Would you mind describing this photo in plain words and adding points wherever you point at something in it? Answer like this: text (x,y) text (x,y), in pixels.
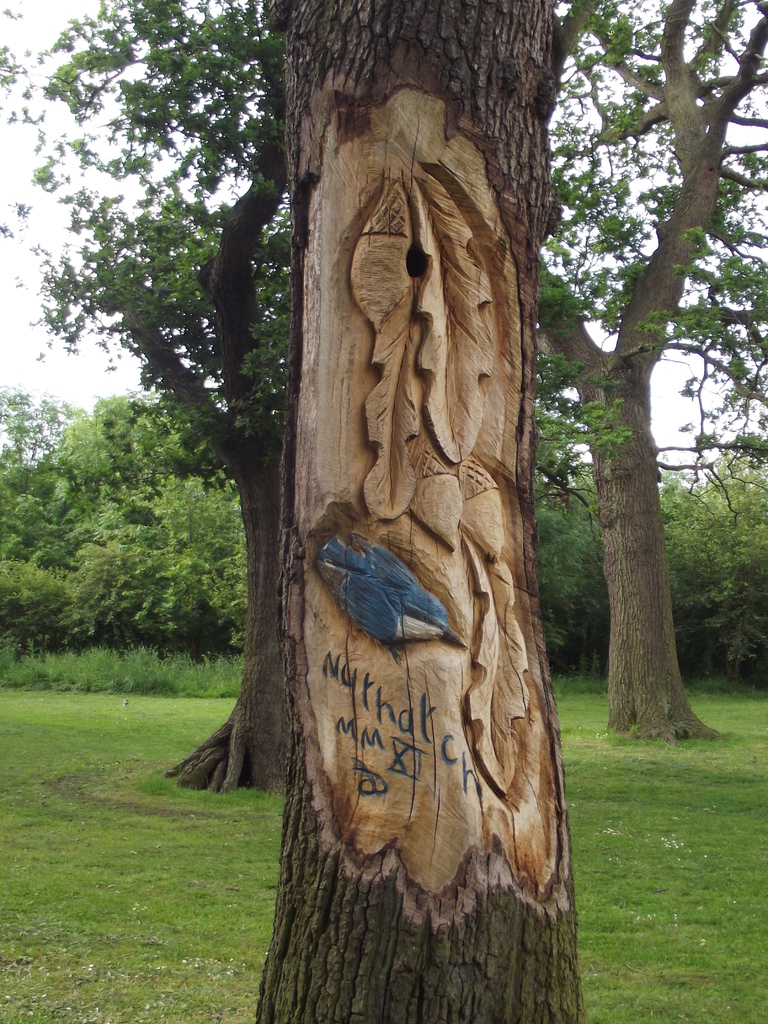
In this image, we can see some art (381,605) and text (380,747) on the tree trunk (408,721). Background (716,566) we can see trees (716,551), plants (725,659), grass (727,749) and sky (610,88).
